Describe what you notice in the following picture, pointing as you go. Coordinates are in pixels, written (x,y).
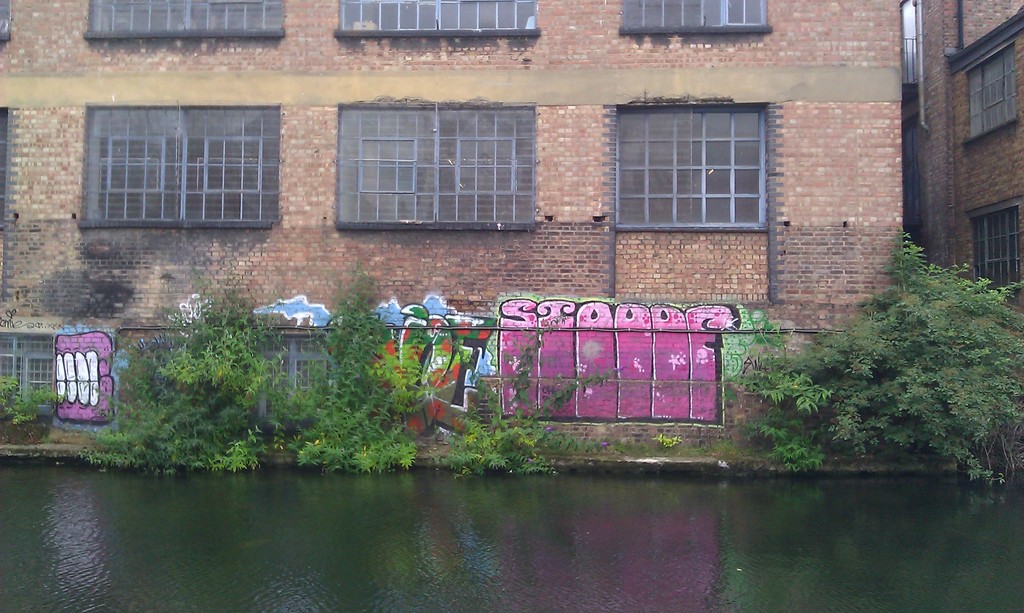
At the bottom of the image (421,559) there is water (433,542) and we can see plants (911,364). In the background (808,204) there are buildings (722,155).
